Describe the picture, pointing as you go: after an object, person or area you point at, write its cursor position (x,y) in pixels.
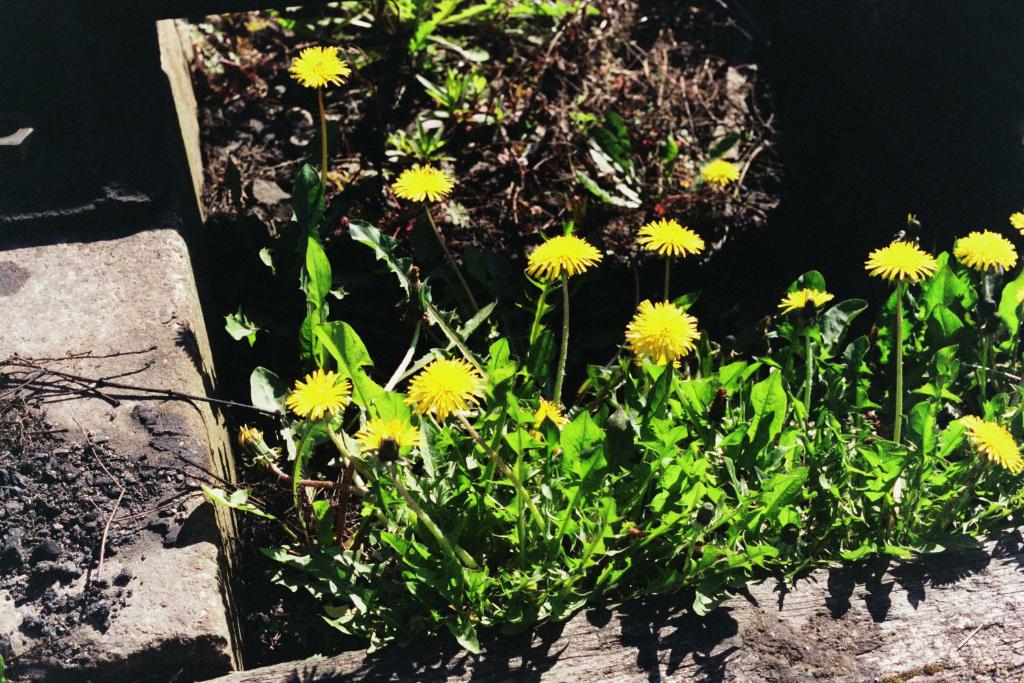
There are yellow color flowers (304,388) on plants (601,506). On the left side (89,350) there is a slab (61,363). On that there are some items (26,479). In the back (514,71) there are plants (477,81) and some other things (564,84).
